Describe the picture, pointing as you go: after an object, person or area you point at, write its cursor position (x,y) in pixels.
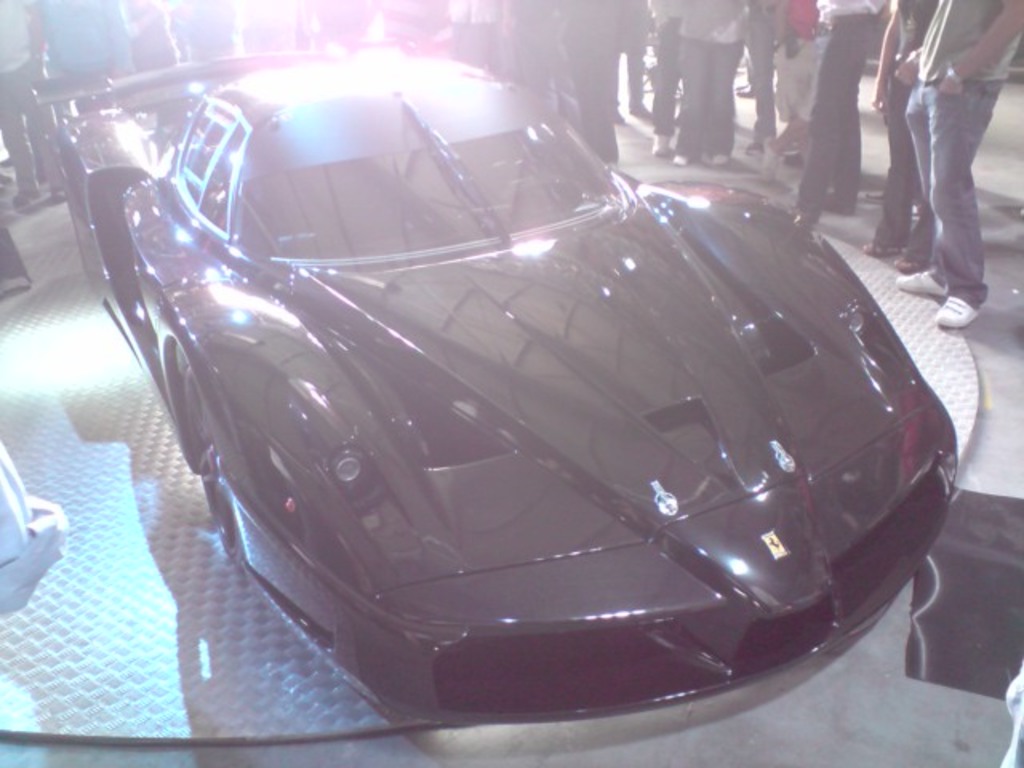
In this image I can see a black colour car (425,312). I can also see number of people (61,61) are standing around this car (229,457).
